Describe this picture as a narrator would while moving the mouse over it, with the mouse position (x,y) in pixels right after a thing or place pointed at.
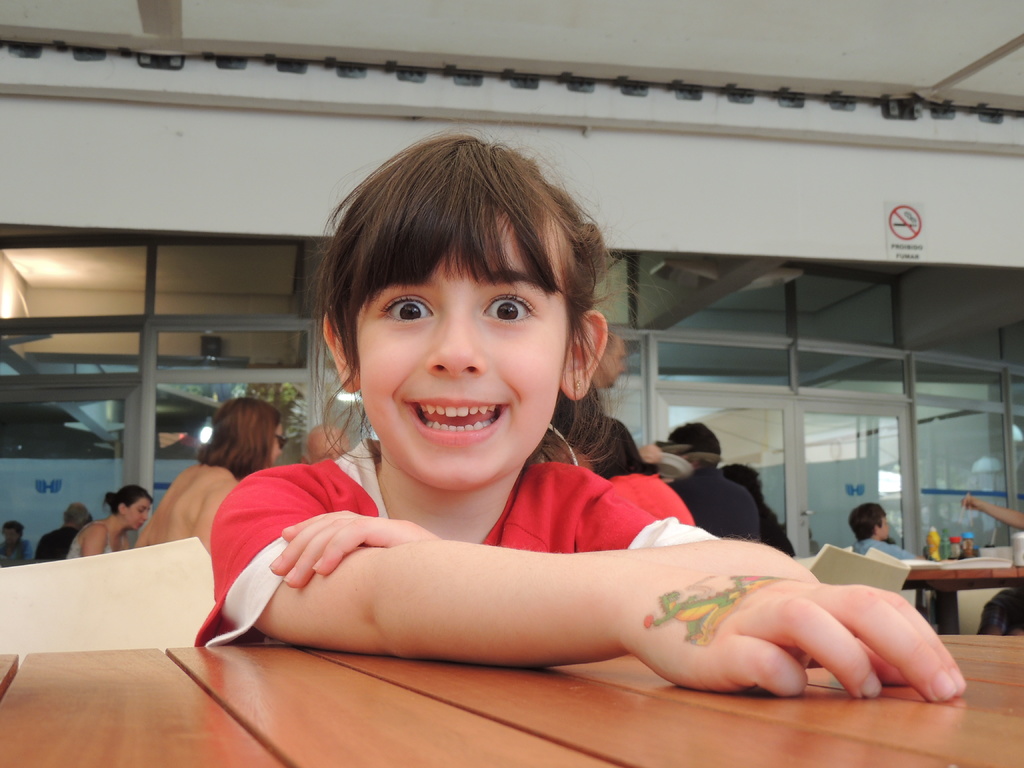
This picture shows a girl (215,531) seated and smiling and we see few people (770,515) seated on the chairs (166,601) and we see a table (41,739).
